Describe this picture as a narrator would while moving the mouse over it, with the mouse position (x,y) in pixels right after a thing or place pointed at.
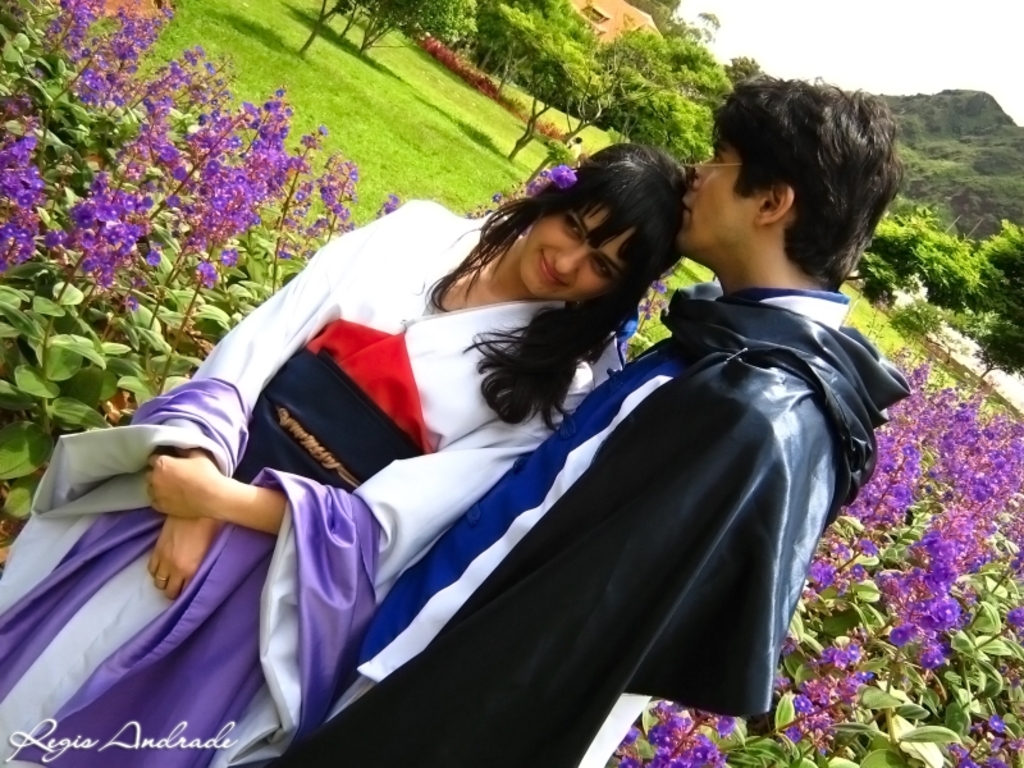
There are two persons (497,497) standing as we can see at the bottom of this image (512,595). There are some plants (187,230) with flowers (238,219) in the background (177,229). There are some trees (474,29) on a grassy land (498,132) in the middle of this image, and we can see there is a mountain (955,137) and a sky (864,65) at the top right corner of this image (916,110).
